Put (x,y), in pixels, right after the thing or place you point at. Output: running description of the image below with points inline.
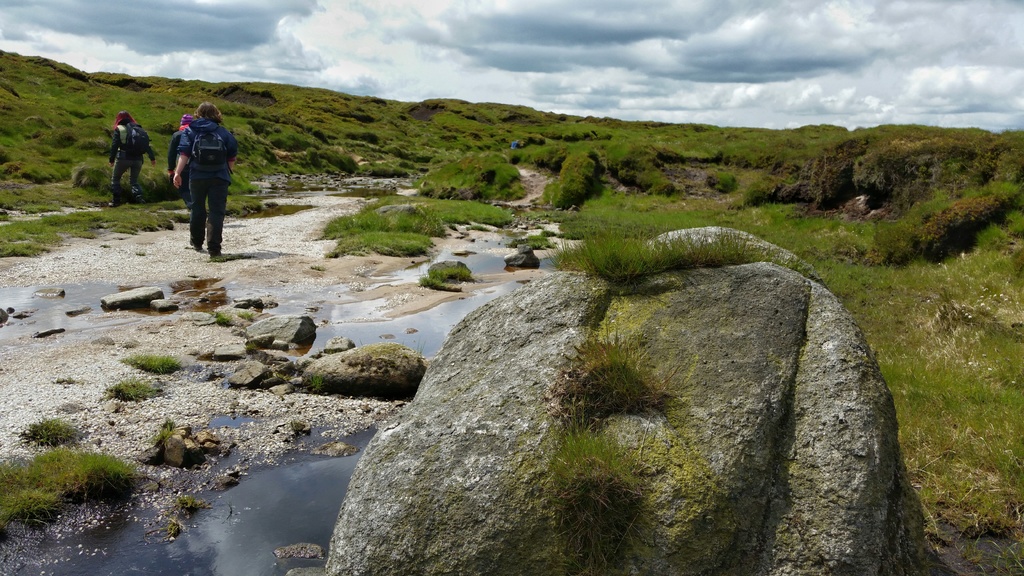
In this image there are three persons (209,178) walking, on the surface (391,153) there is water (416,324), rocks (493,318) and grass (477,150).
